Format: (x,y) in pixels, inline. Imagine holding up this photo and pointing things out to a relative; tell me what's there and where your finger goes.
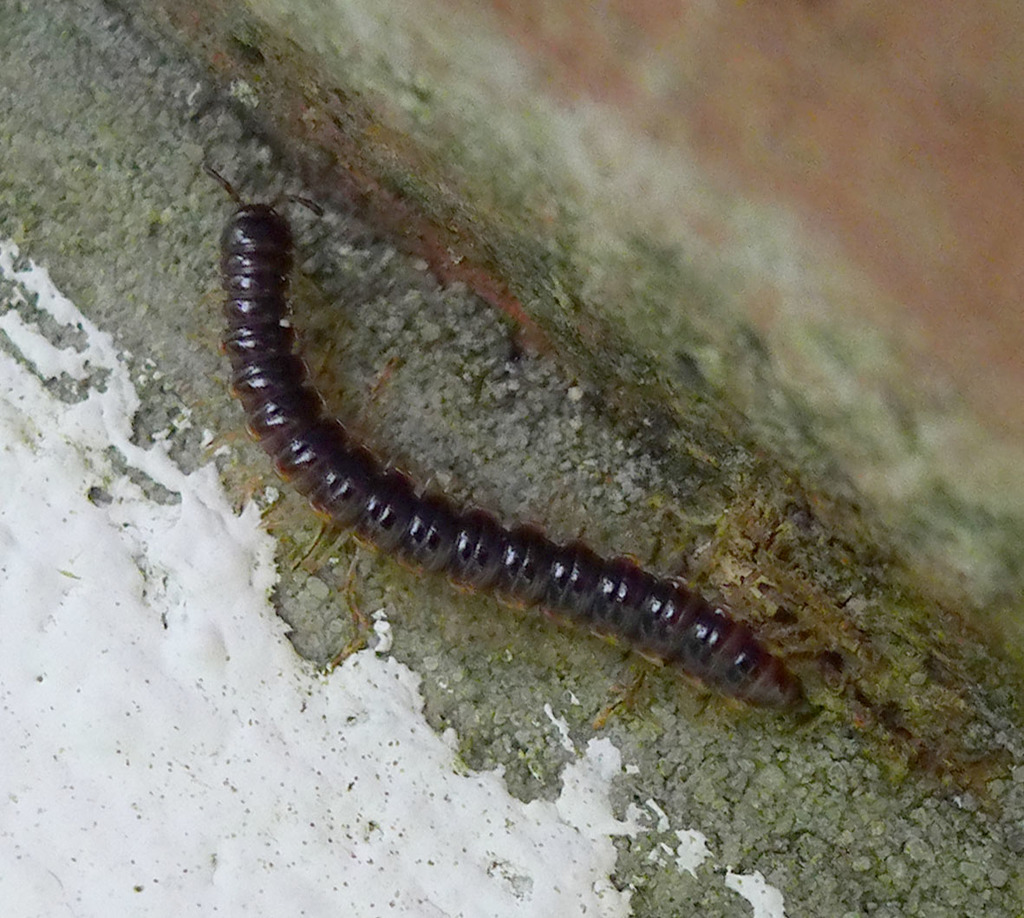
In this image there is an insect (305,416), at the background of the image (450,412) there is a wall (578,705) truncated.
